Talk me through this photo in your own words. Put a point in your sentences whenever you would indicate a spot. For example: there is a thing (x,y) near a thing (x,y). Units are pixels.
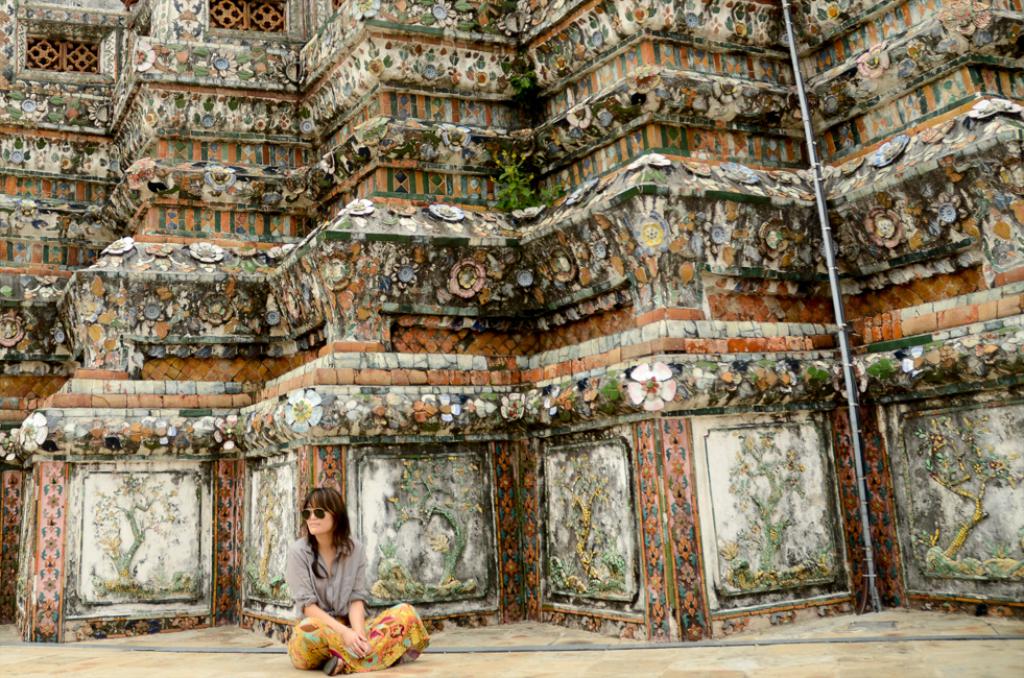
In the center of the image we can see one woman (352,554) sitting and she is wearing sunglasses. In the background (341,359) there is a building (517,142), wall (638,163), one pipe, plants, windows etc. And we can see some design (638,277) on the wall (519,252).
